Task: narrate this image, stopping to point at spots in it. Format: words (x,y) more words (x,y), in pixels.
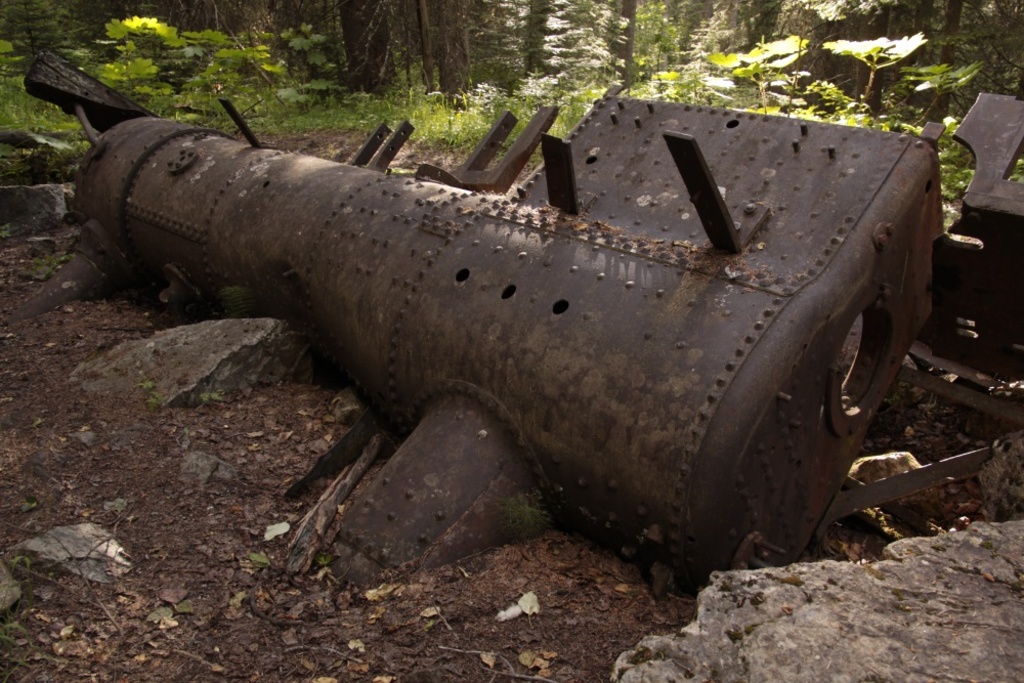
In this image in the center (472,232) there is an iron object (595,248), and at the bottom (183,537) there is sand (194,548) and some dry leaves (371,624) and rocks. In the background (257,103) there are some plants (274,113) and trees (753,1).
